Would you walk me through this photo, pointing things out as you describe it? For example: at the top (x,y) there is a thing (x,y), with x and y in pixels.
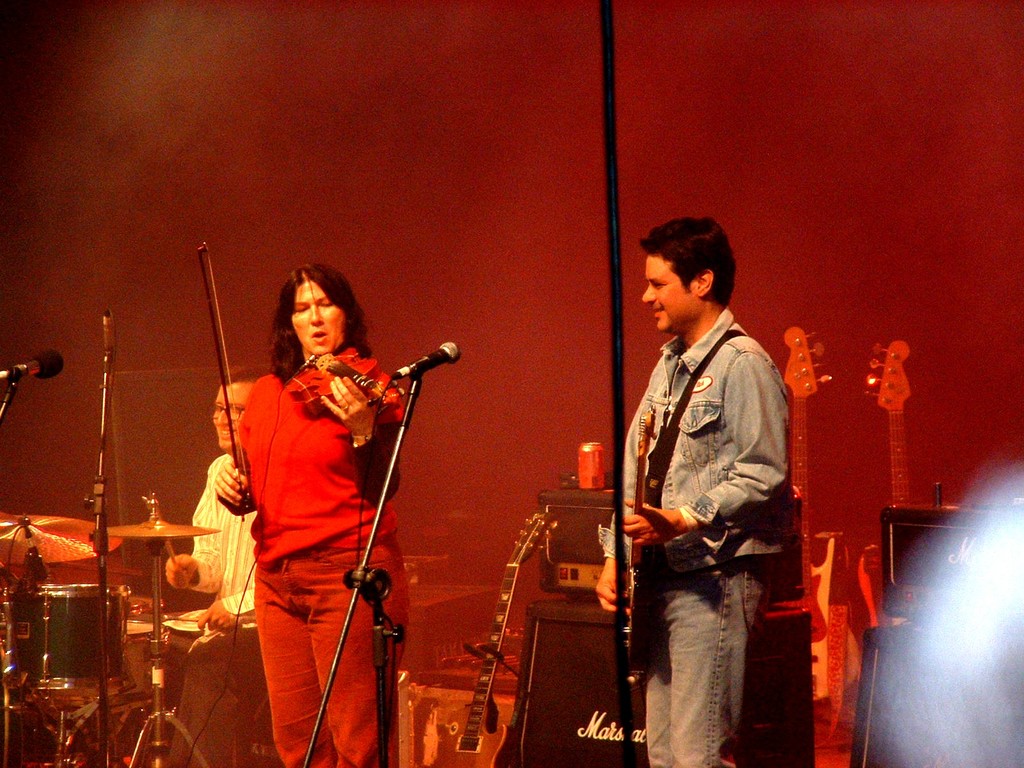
This picture shows a man (667,495) holding a guitar (632,661) in his hand (625,520) and we see a woman (363,331) standing and holding and playing violin (380,386) and we see a man (222,543) seated and playing drums (134,532) and we see few guitars (796,350) on the back (815,347) and we see microphones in front of them.
